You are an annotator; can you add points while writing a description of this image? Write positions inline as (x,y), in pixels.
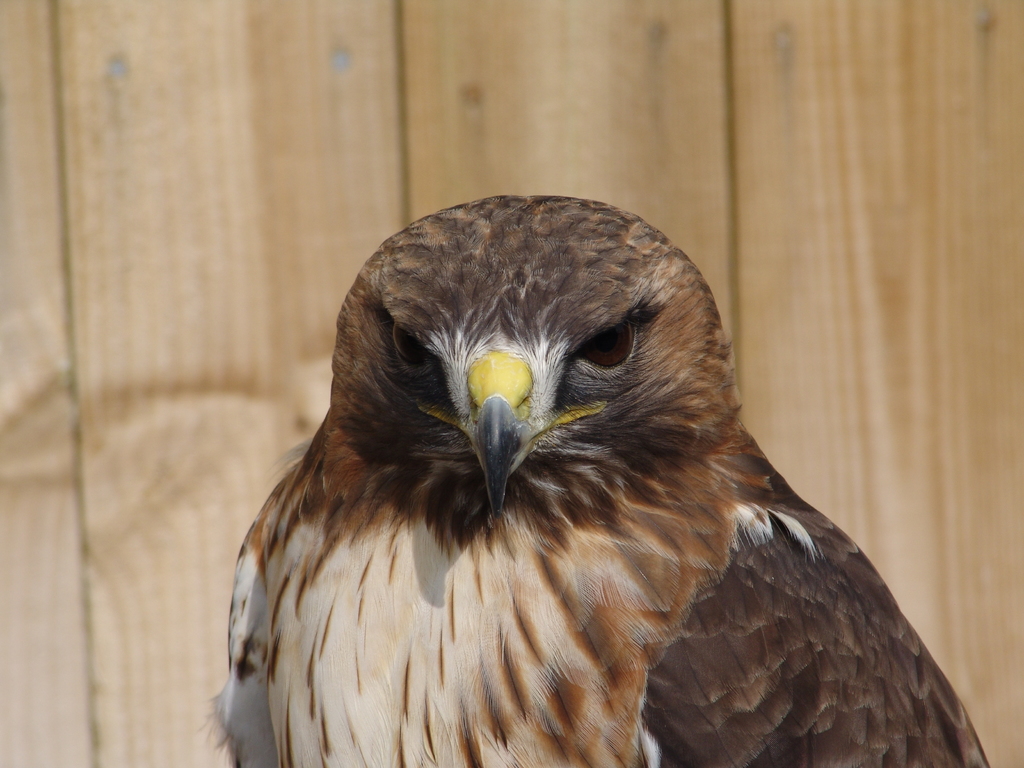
In the center of this picture (369,424) we can see a hawk (533,512) seems to be standing. In the background (312,156) we can see some wooden object (349,204).
